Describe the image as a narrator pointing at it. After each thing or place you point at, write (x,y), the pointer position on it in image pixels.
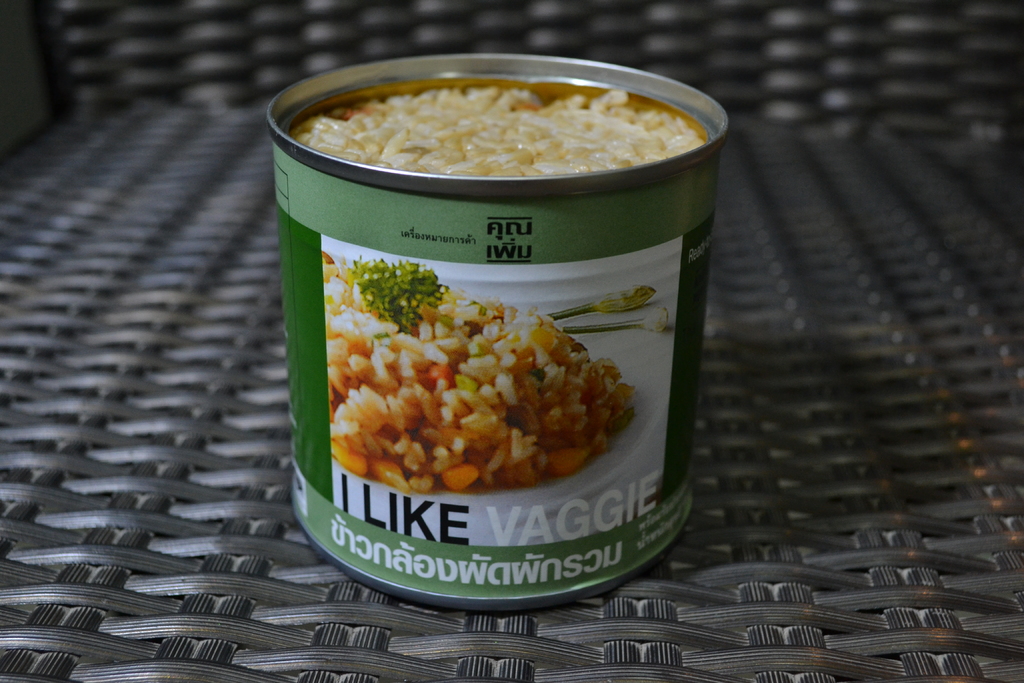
This picture shows a can (441,173) with some food (536,131) in it on the chair (165,118).
